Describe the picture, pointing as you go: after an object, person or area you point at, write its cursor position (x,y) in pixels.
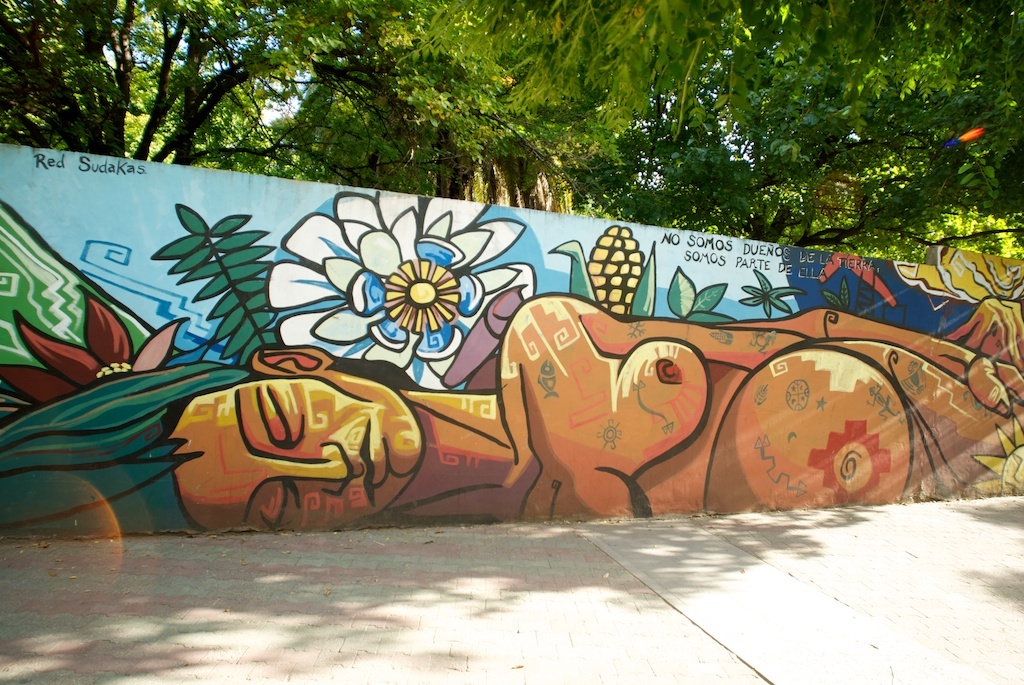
In this image we can see a wall (411,403) with some paintings (577,334) and text (62,160). In the background of the image (524,193) there are trees (495,91) and the sky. At the bottom of the image (588,563) there is the floor (716,567).
